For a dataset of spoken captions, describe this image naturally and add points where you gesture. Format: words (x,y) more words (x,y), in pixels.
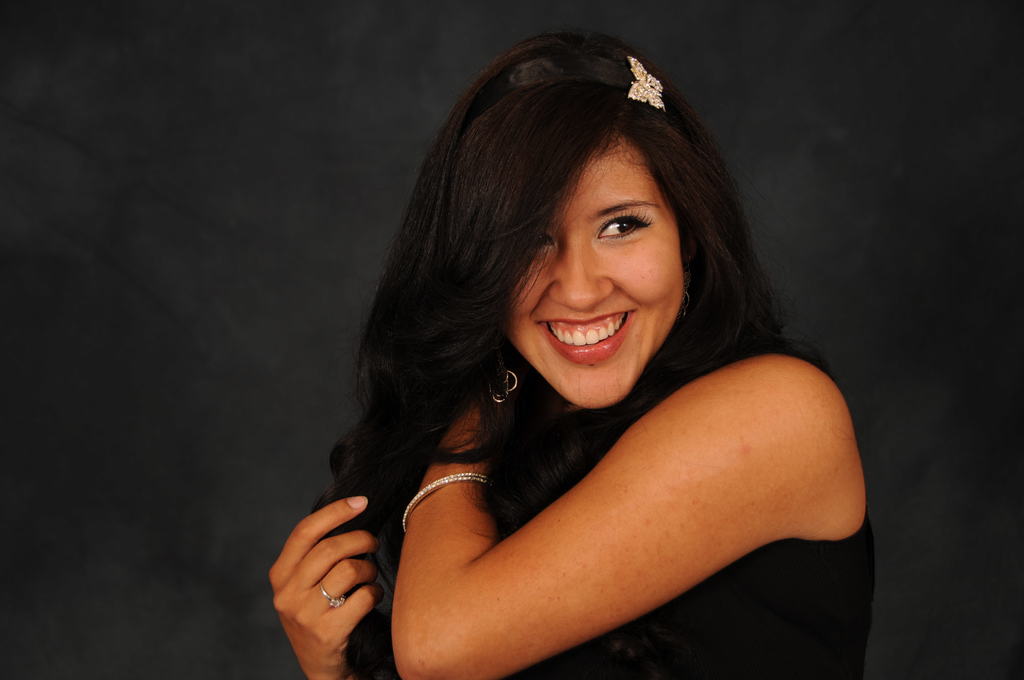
In this image I can see a person (505,677) and the person (564,543) is wearing black color dress (837,551) and I can see black color background (278,255).
